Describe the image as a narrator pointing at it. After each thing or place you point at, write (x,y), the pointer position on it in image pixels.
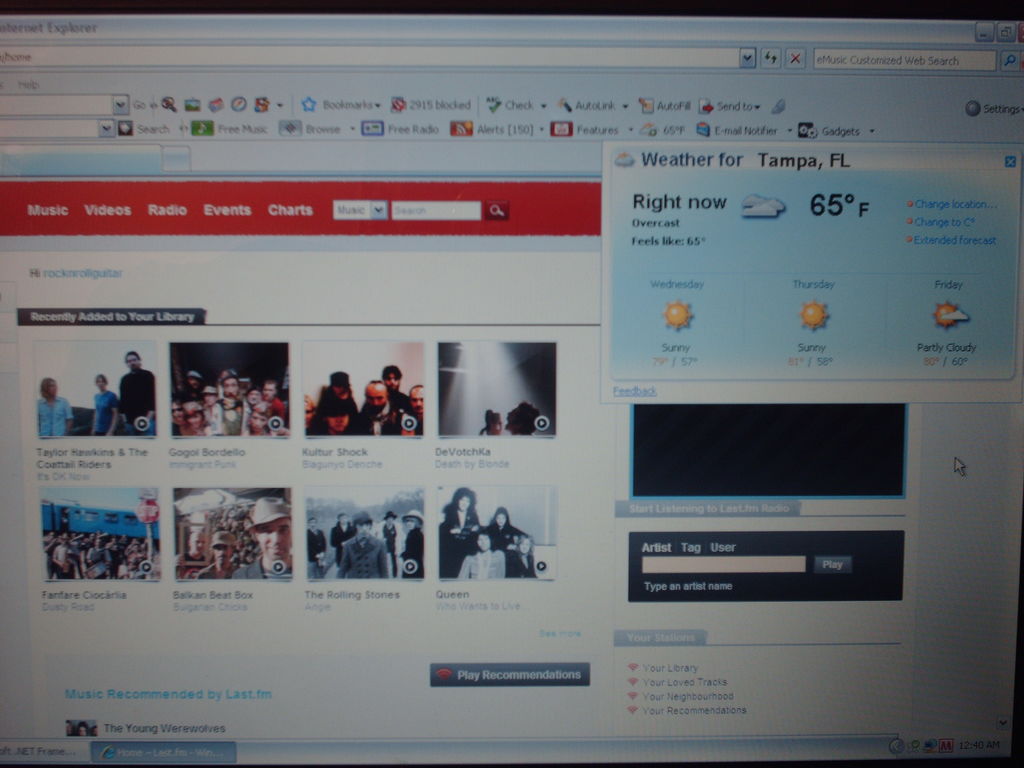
In this image we can see a website (467,226). There are videos (221,419) and we can see text (682,159).
